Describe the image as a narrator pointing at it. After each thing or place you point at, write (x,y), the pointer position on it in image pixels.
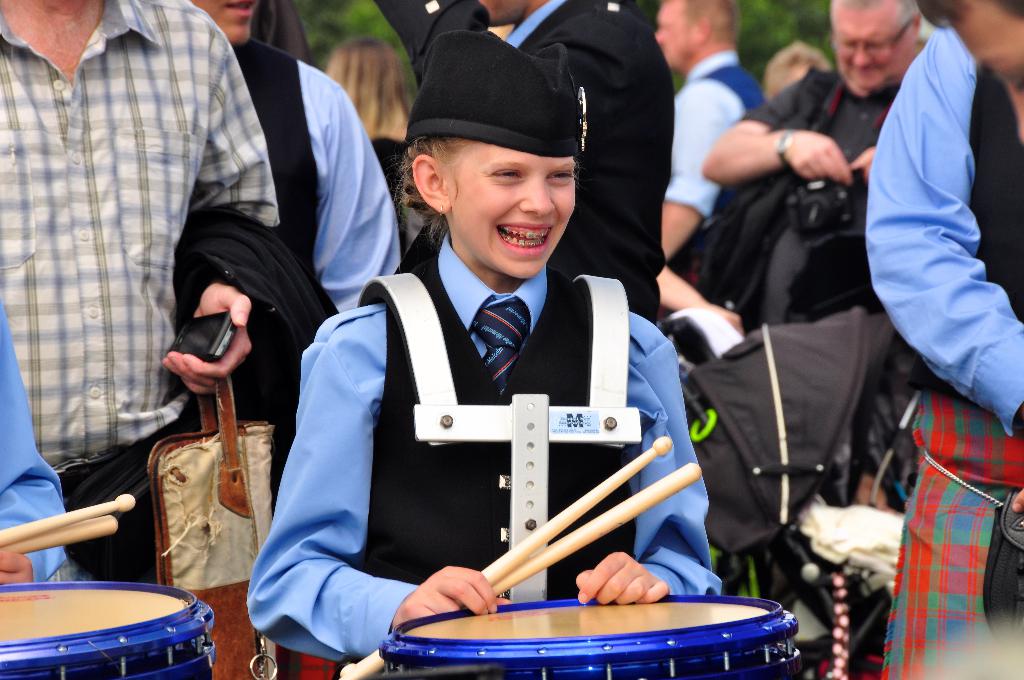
In the center of the image (424,365) we can see two persons (366,392) are standing and they are holding sticks (656,492). In front of them, we can see the drums (174,633), which are in cream and blue color. And the middle girl (591,368) is smiling and she is wearing a cap (475,95) and some other objects (519,399). In the background (192,146), we can see trees (752,51), few people (695,136) are standing, few people (274,157) are holding some objects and a few other objects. And we can see they are in different costumes (174,189).
